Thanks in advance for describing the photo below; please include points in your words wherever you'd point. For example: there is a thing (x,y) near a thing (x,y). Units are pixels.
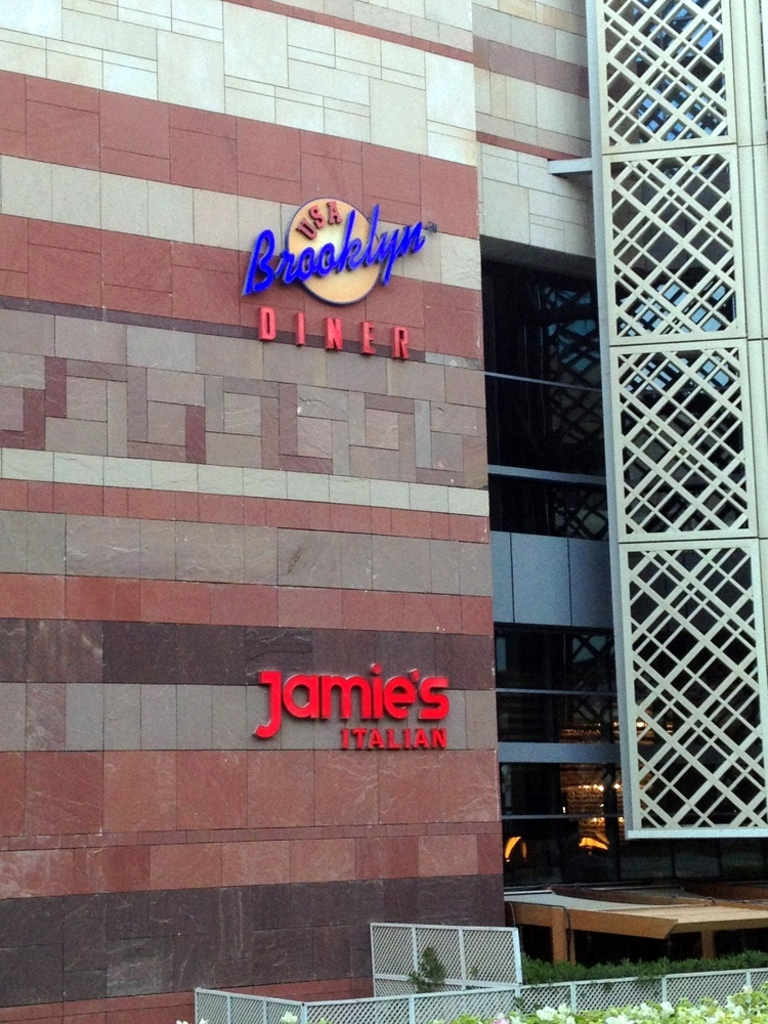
In this image we can see a building (310,815). At the bottom of the image (380,999), we can see fence (505,998) and plants (611,1021).
